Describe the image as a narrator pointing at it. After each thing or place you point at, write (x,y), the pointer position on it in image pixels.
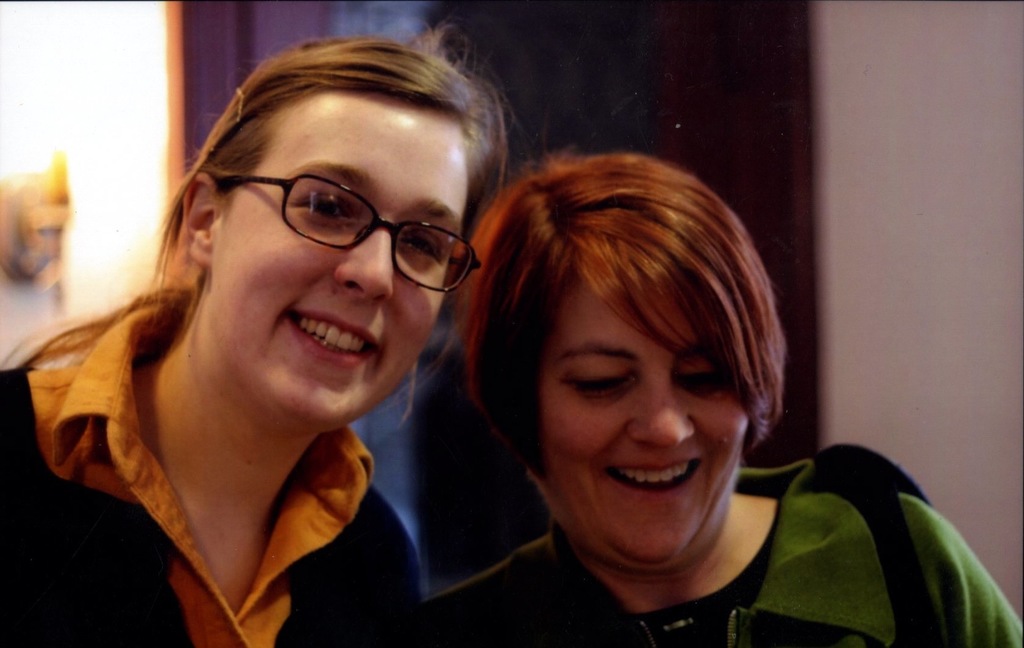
In the center of the image (409,260) we can see women (160,337). In the background (886,191) there is wall (961,496).
